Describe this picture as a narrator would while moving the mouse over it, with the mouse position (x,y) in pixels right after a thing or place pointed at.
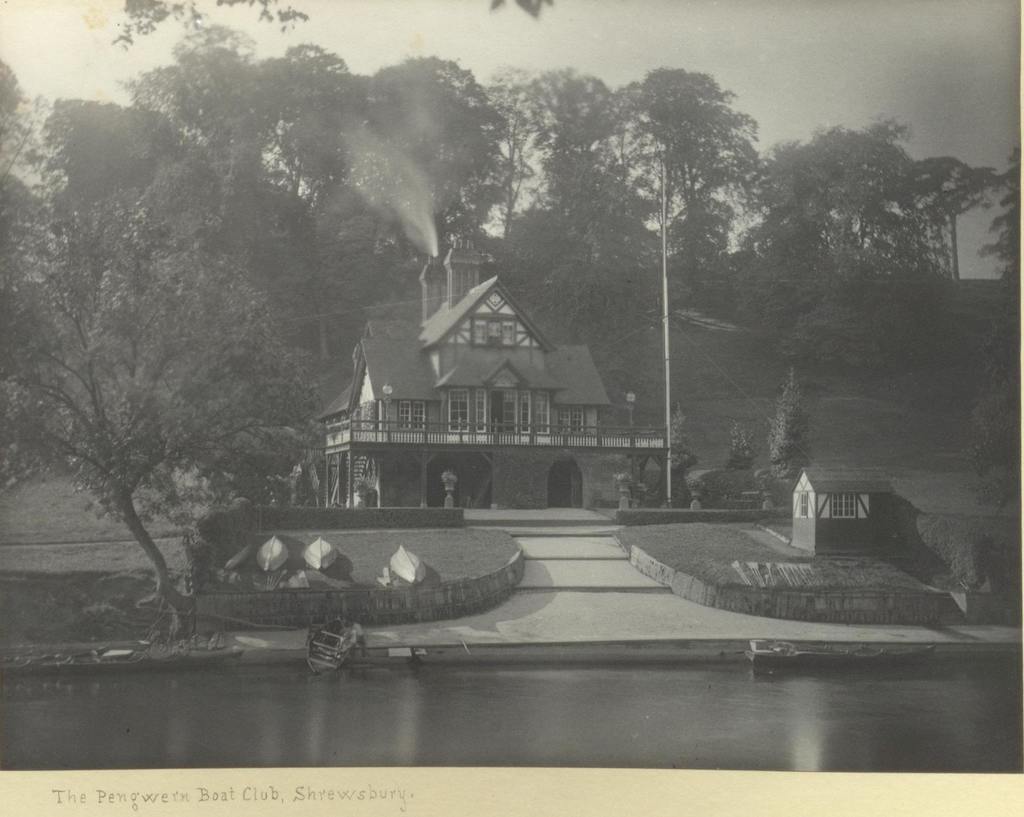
In this image I can see the water (424,760), trees (242,456) and a house (470,401). I can also see the image is in black and white in color.
